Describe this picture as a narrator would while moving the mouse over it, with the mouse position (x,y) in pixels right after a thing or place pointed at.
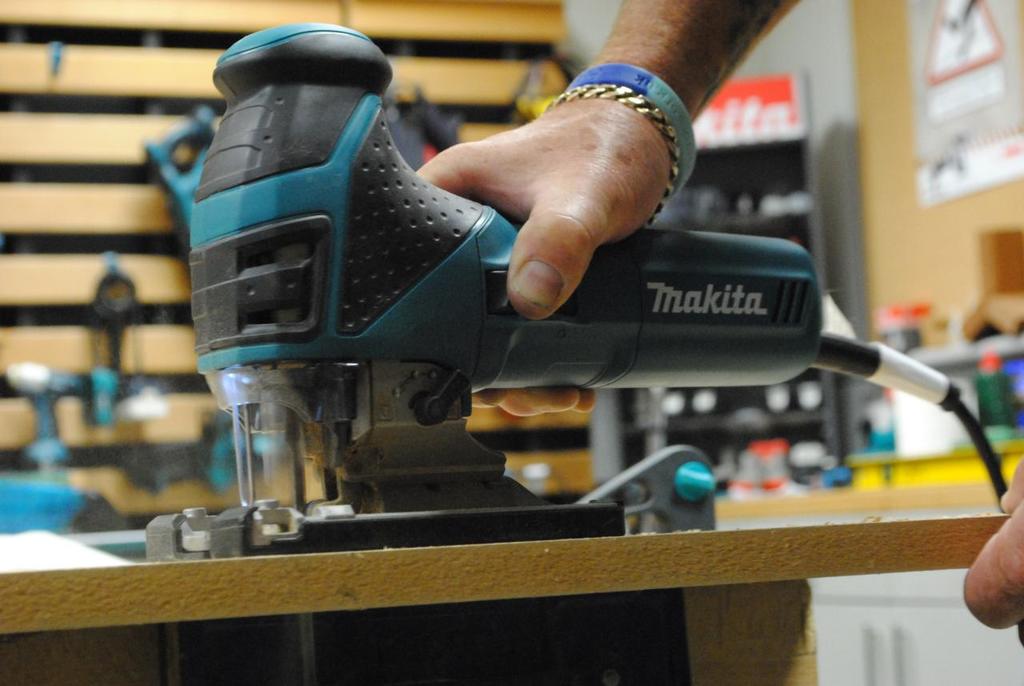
In the image we can see there is a man (720,39) holding jigsaw (420,264) in his hand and behind there are other equipments (120,307) kept on the wall (1013,211). Background of the image (988,388) is little blurred.
